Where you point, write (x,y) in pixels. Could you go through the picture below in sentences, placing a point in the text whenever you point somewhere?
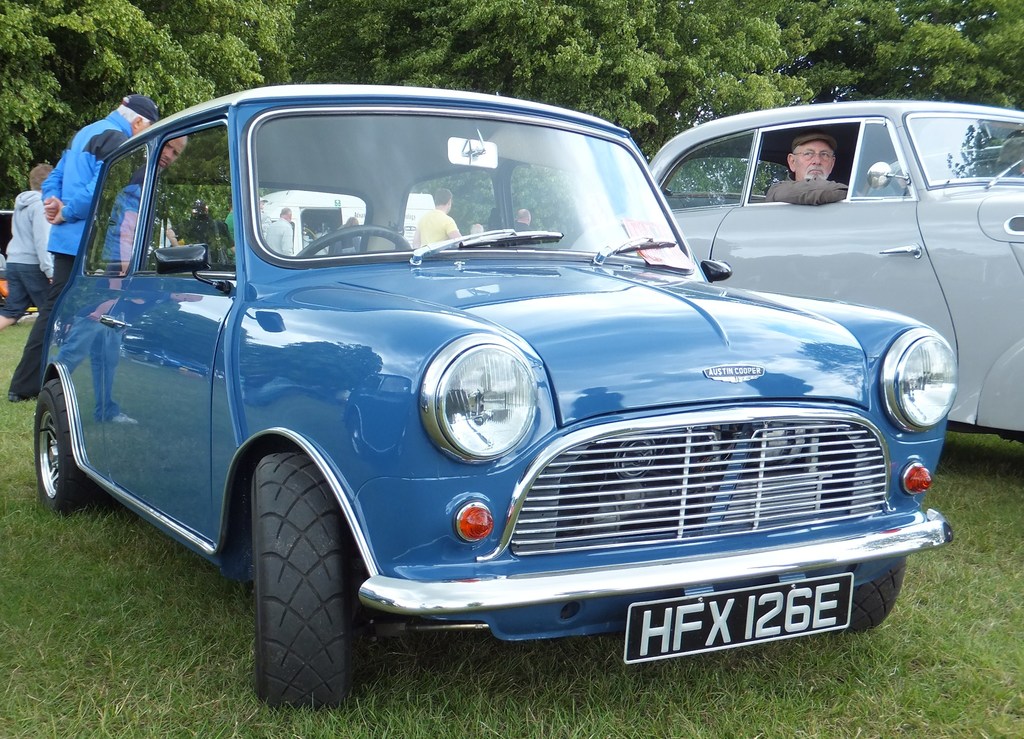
This picture is clicked in the garden (995,495). There are two old cars (680,272) parked in the garden (989,637). There is a man (807,192) sitting in the car (793,226) that is parked at the right corner (837,208). There are few people (68,197) behind the car (110,184). There is grass (30,563) at the below of the image. In the background (141,55) there are trees (417,35).
